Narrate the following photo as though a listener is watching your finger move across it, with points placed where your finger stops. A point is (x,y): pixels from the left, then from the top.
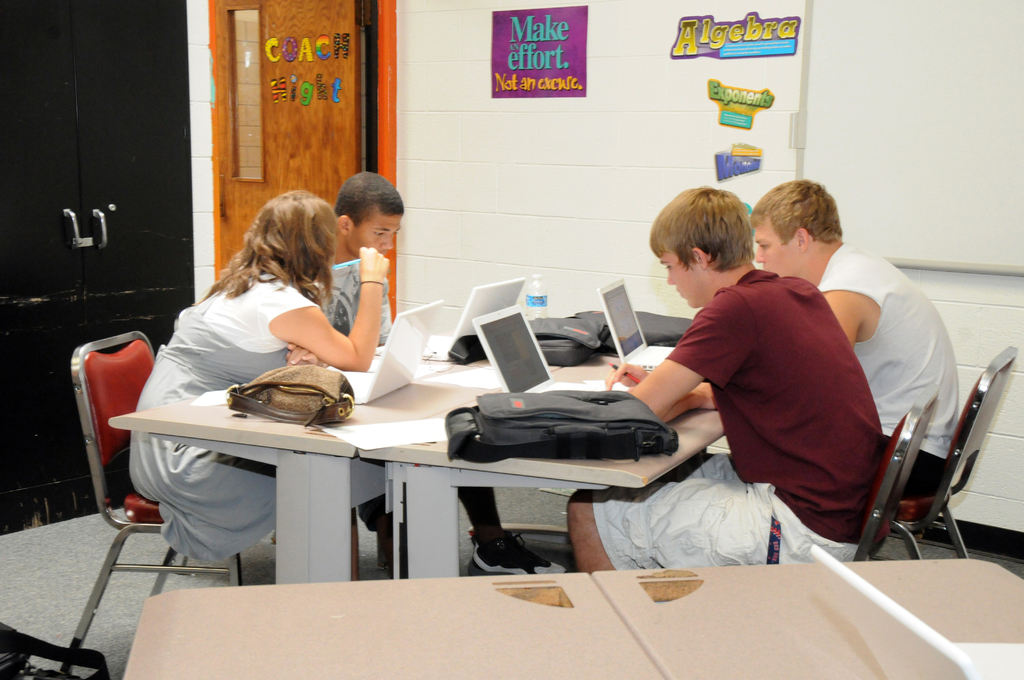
In this image, group of people (823,334) are sat on the red chair (92,463). In the middle (372,441), there is a table (569,467), few items (368,429) are placed on it. At the bottom (588,643), there is an another table (611,643). At the background (748,40), there is a few stickers (707,48) on the wall (495,168), orange color door (318,145). Left side (111,279), there is a black color door (123,275).
